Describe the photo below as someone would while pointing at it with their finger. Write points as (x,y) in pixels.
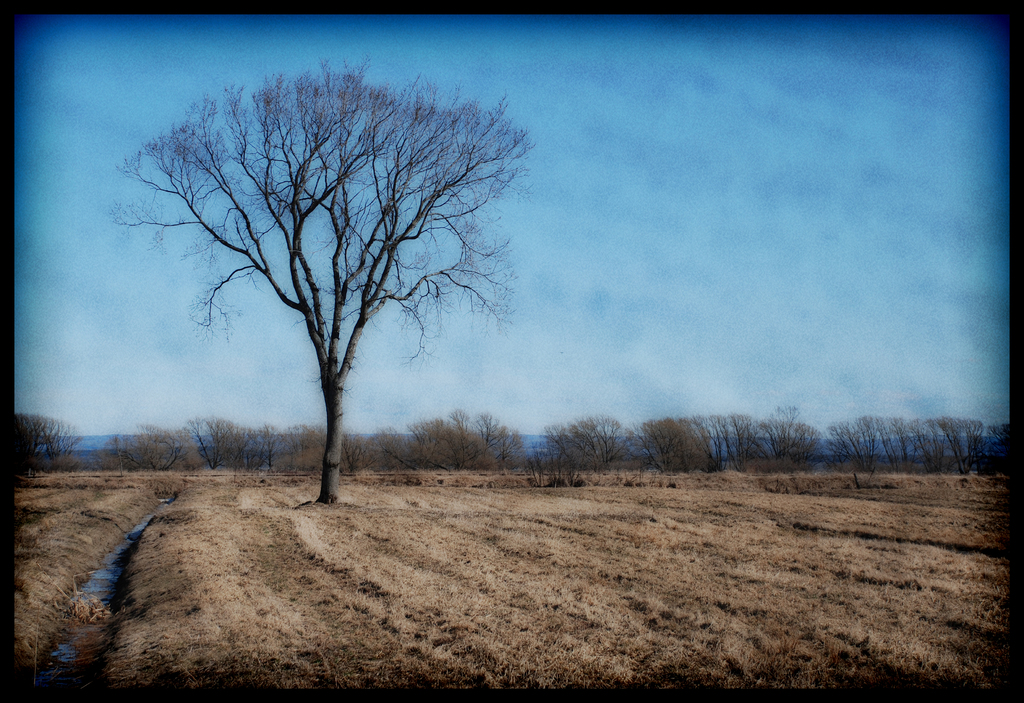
In this image there are trees (551,441). At the bottom of the image (497,545) there is grass (604,614) on the surface (598,582). In the background of the image (89,457) there are mountains (80,450). At the top of the image (811,160) there is sky (713,218).
